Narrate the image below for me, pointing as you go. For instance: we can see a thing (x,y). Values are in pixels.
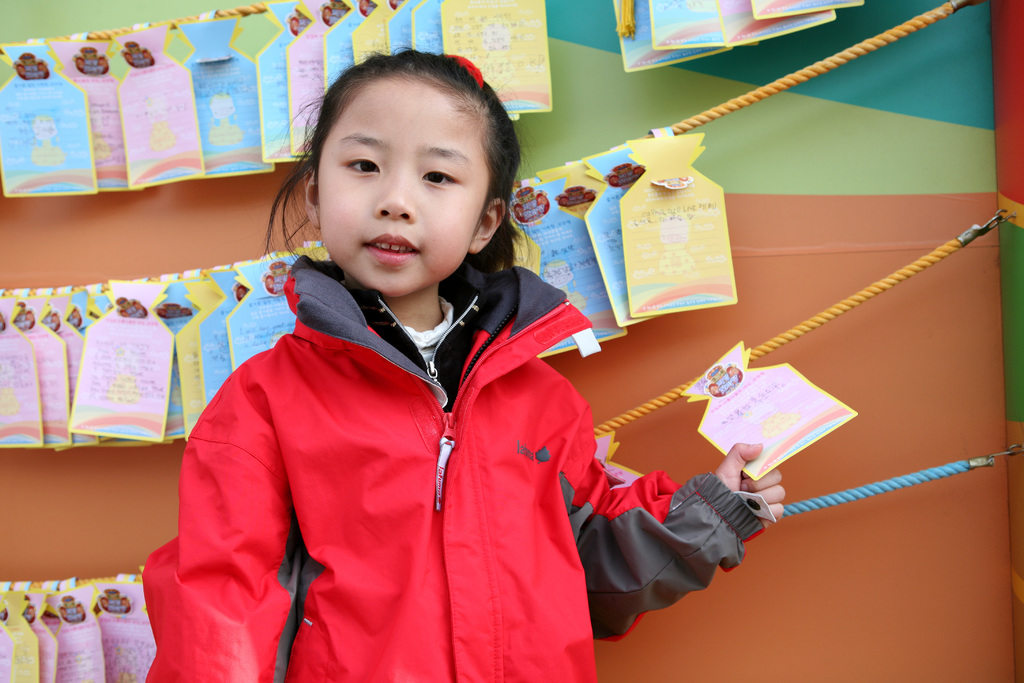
In this image I can see a girl (439,522) is holding a paper (774,459) in hand (745,456), ropes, wall (731,136) and paper boards (231,320). This image is taken may be in a hall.
